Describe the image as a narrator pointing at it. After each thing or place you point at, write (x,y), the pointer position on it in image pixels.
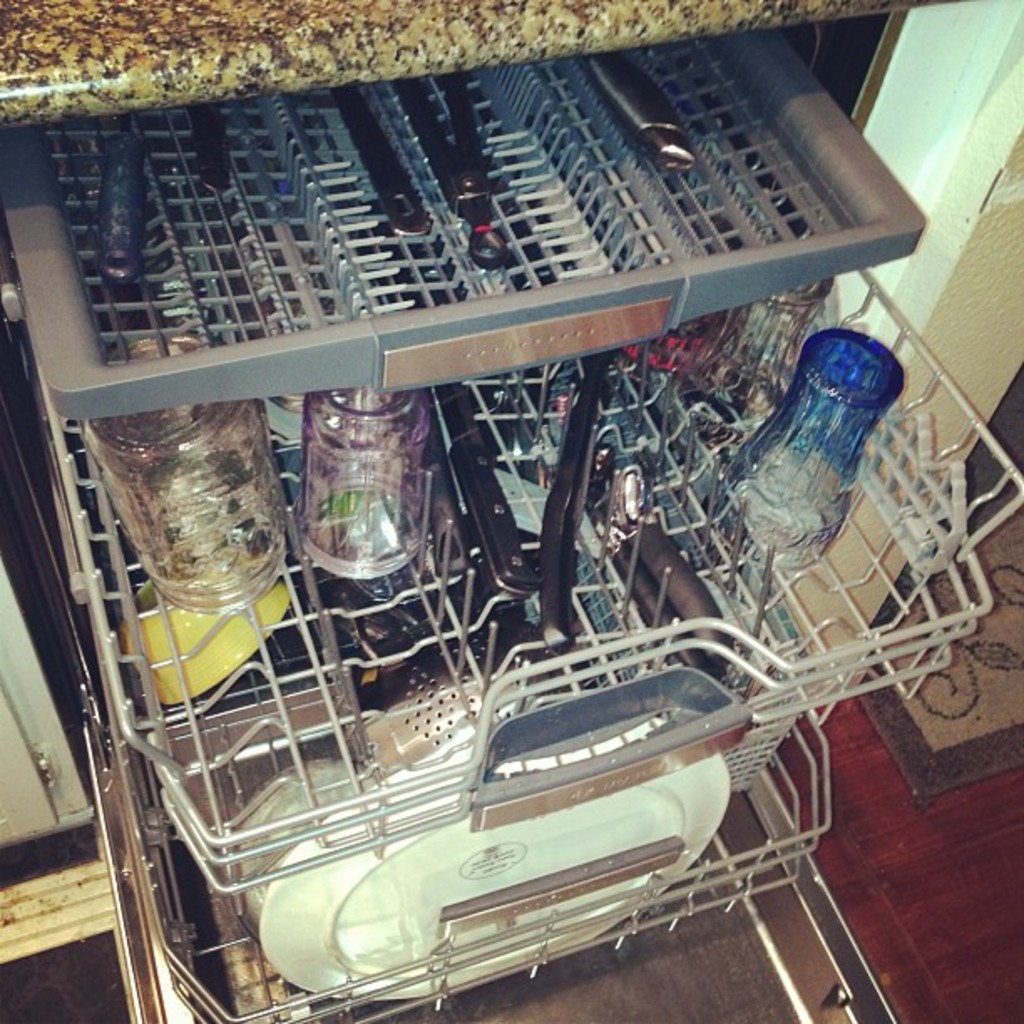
In this image in the center (402,388) there is one dishwasher (744,801), in that dishwasher (665,655) there are some bottles (179,519) and plates (605,815) and at the bottom (887,849) there is a floor (891,908). On the floor (891,796) there is one doormat (923,702).
